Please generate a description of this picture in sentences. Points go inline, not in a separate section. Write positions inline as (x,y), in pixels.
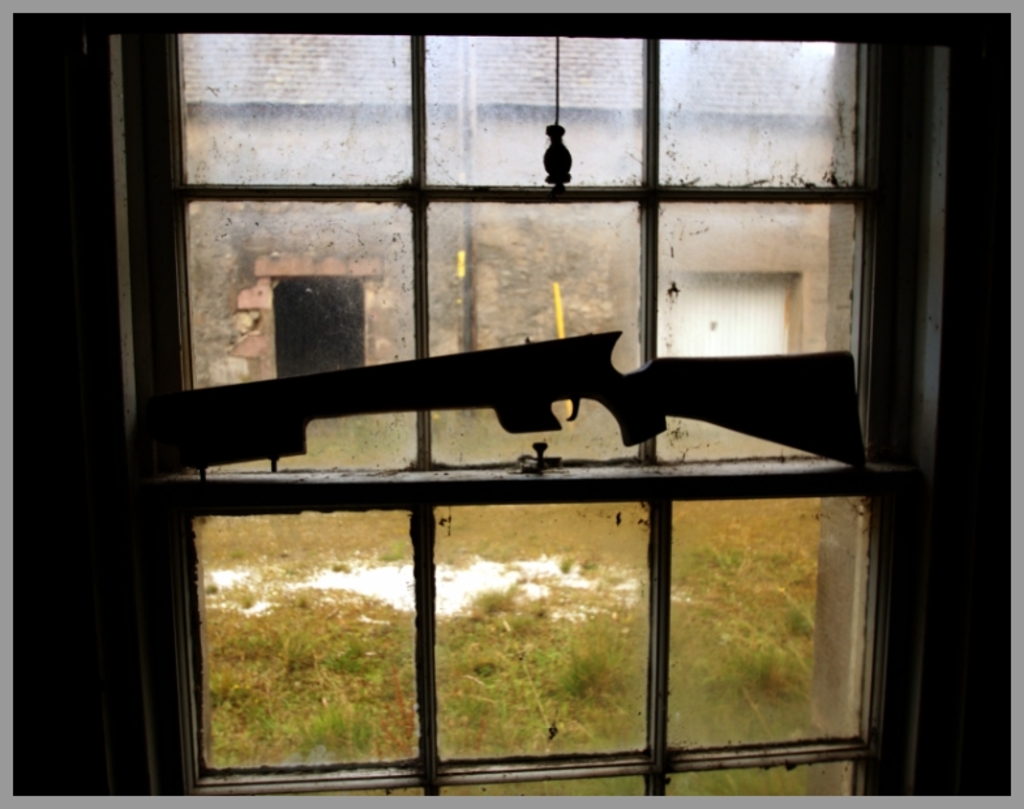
This picture is an edited picture. In this image there is a gun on the window (587,447). There is a building (769,305) behind the window (715,306). At the bottom (722,670) there is grass (600,643).
